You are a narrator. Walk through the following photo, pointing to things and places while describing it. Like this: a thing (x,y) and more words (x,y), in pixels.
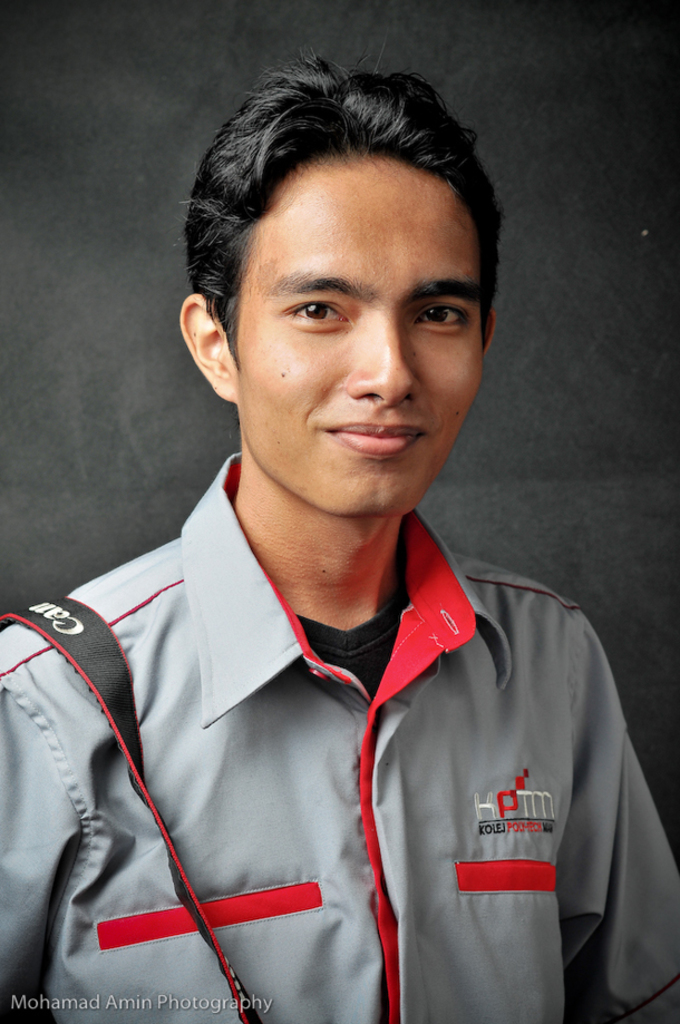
In the picture there is a person (239,462), he is wearing a camera bag (121,716) around the shoulder (36,722).
